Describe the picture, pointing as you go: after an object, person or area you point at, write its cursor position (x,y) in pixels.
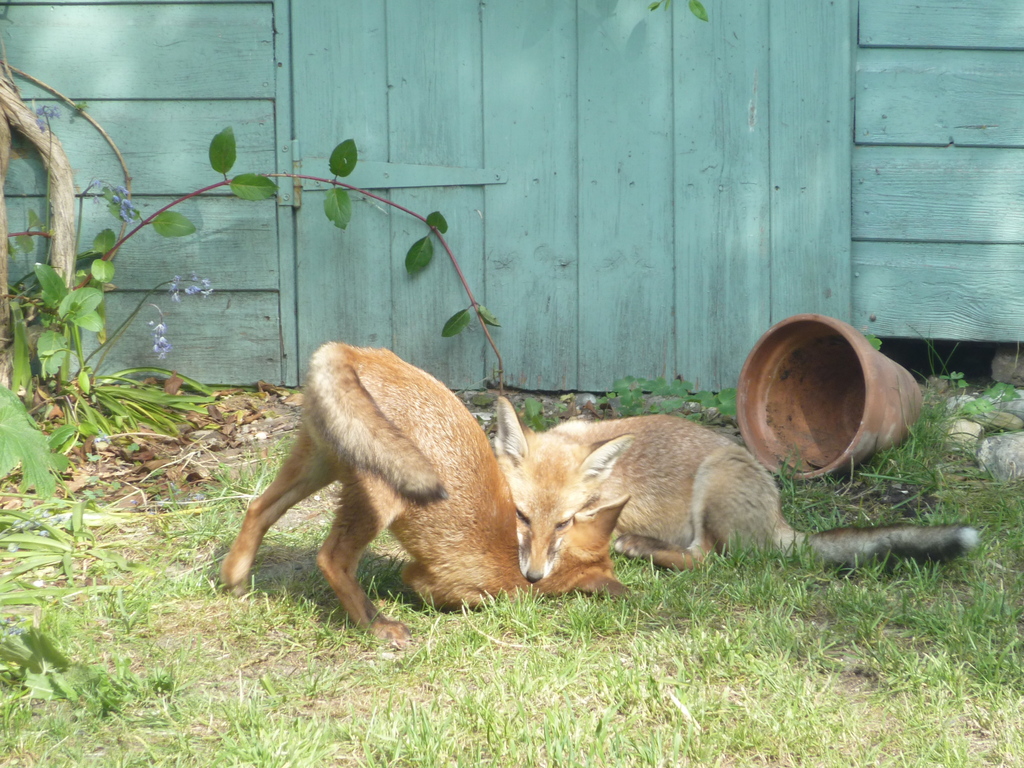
In this picture I can see 2 animals (554,516) in front (678,468) and I see that they're off white and brown color and I see the grass (359,672). In the background (719,36) I can see the fencing (792,278), pot (871,361) and few plants (18,102) on the left side of this image (11,248).
